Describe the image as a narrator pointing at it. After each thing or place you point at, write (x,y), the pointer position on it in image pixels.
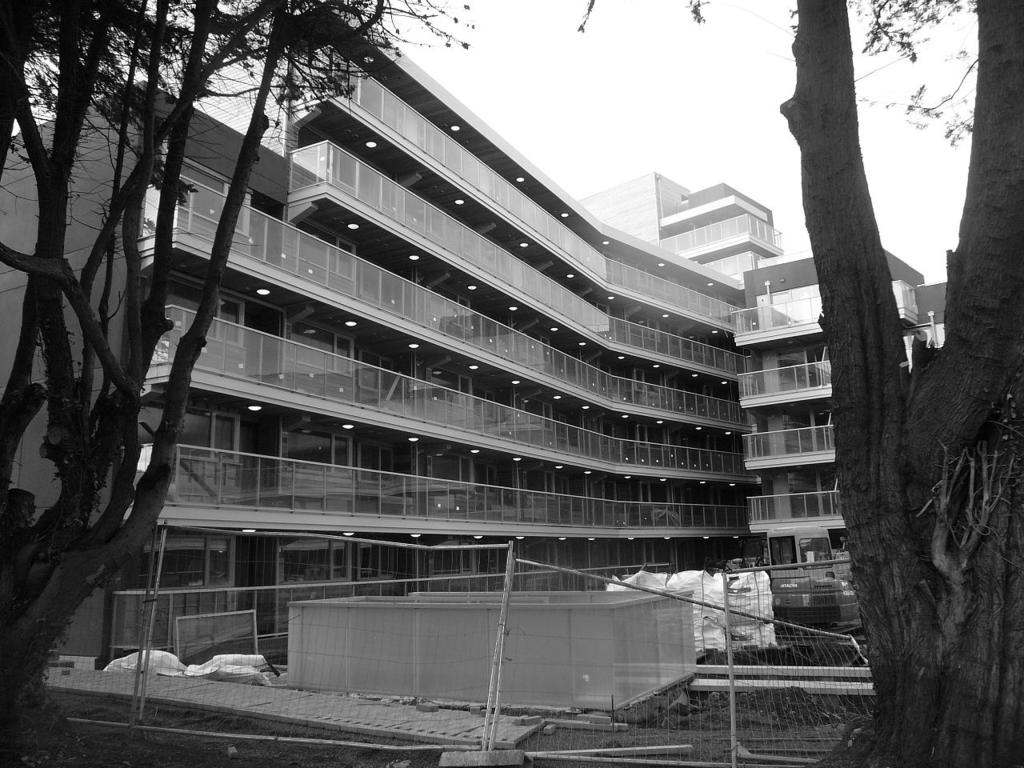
In this picture there is a glass building (513,391) and there are two trees (147,173) on either sides of it and there is a fence (478,652) and some other objects (591,657) in front of the trees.
